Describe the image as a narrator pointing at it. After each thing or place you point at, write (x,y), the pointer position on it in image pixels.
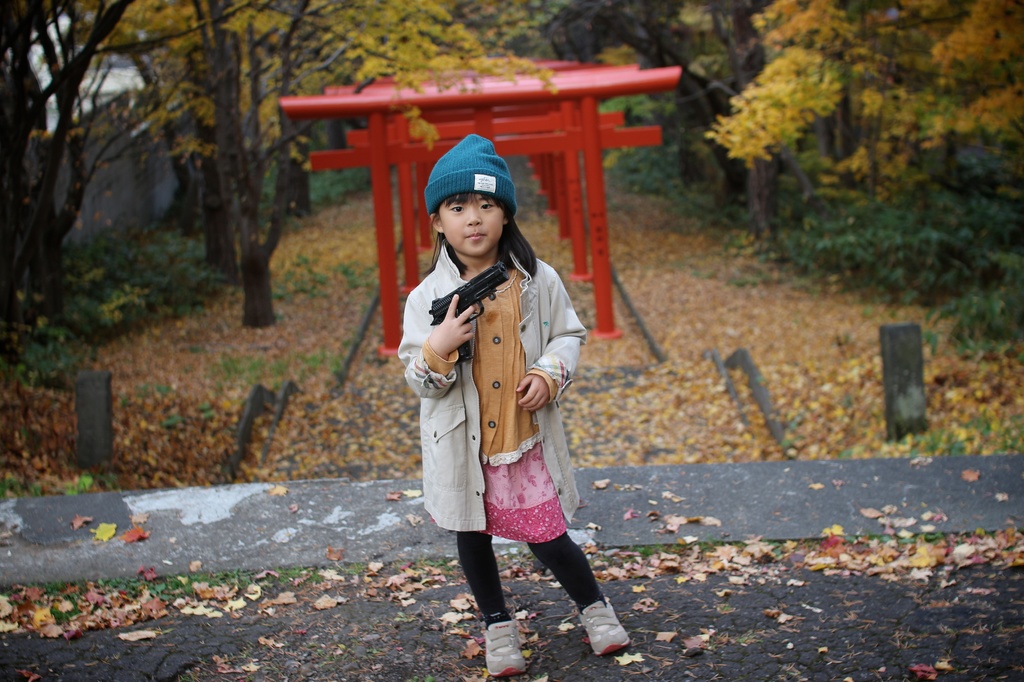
In this image we can see a girl (508,290) is standing on the road (763,645). She is wearing grey color jacket (450,425) and holding gun (471,300) in her hand (451,316). Background of the image (848,161) trees (933,85) and red color metal things (528,126) are there and on land (749,320) dry leave (679,376) are present.
